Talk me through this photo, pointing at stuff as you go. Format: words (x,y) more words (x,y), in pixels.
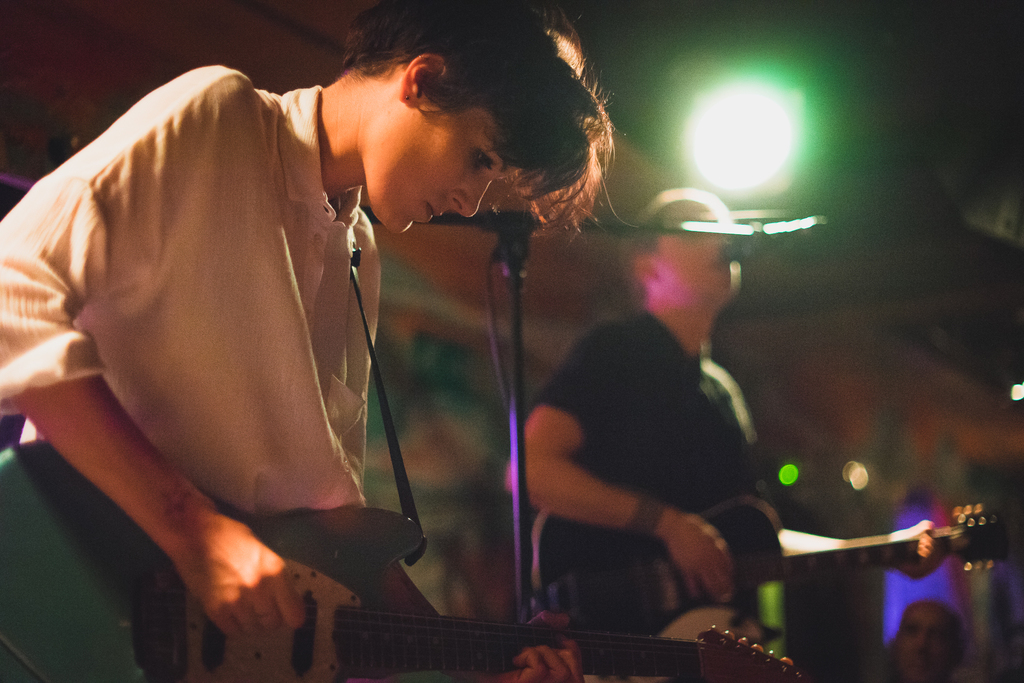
There is a lady (277,413) playing a guitar (343,577) and behind her there is a mic stand (515,299). A person (623,383) is standing and singing and playing a guitar (769,541). And there is a light (746,133) over there.
